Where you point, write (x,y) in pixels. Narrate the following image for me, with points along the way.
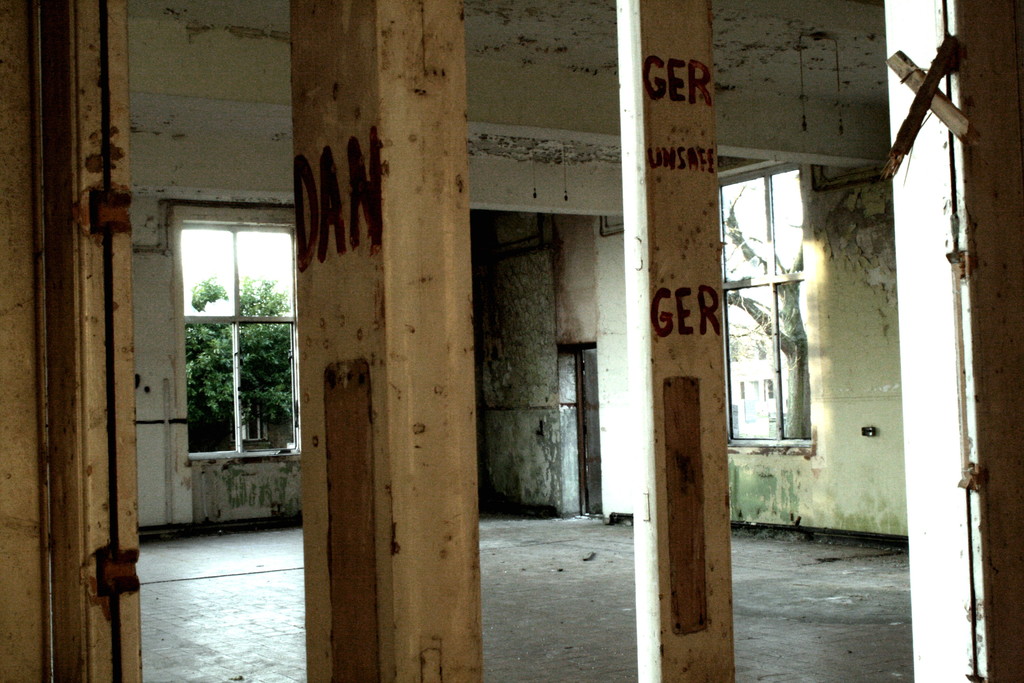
In this picture I can observe two pillars (427,274). I can observe windows (273,325) on either sides of the picture. In the background (213,345) there are trees (215,360).
